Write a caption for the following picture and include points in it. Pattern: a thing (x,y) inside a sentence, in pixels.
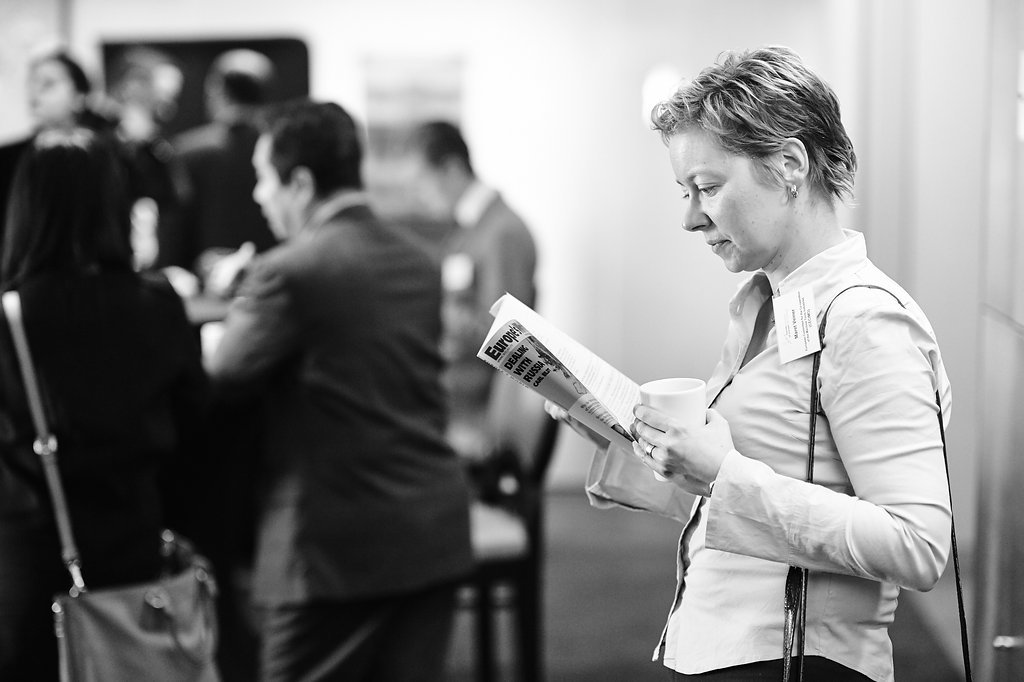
In the picture we can see a side view of a woman (554,416) standing and holding a paper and glass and reading a paper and in the background (906,94), we can see some people (432,471) are standing and beside them we can see a chair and behind them we can see a wall (992,299).
